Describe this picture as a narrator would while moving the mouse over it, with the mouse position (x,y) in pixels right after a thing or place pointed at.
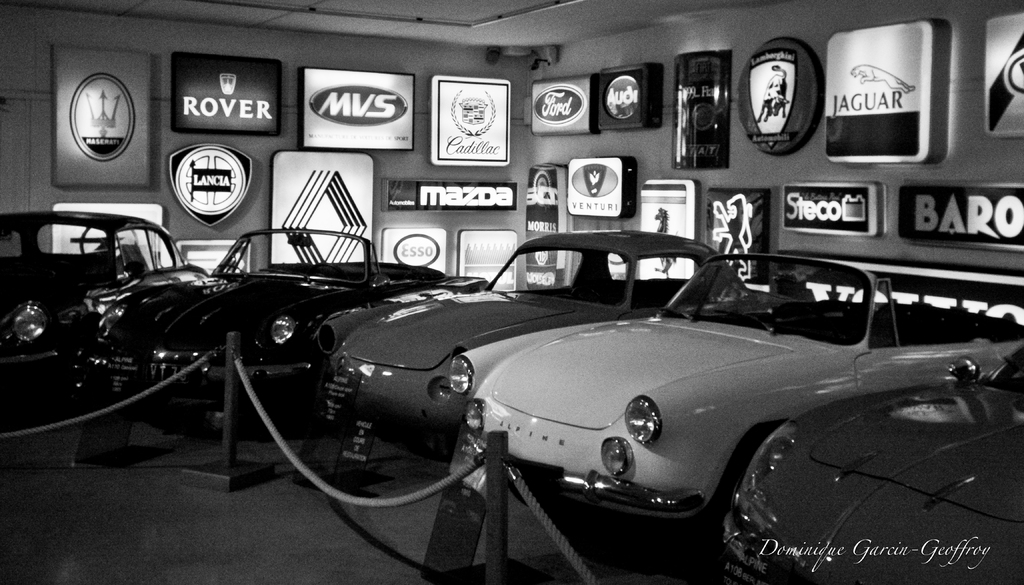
This is a black and white pic. We can see vehicles (393,371) on the floor (616,582), rope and pole barrier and there are light boards (98,123) on the wall (298,31) and ceiling (347,6).
